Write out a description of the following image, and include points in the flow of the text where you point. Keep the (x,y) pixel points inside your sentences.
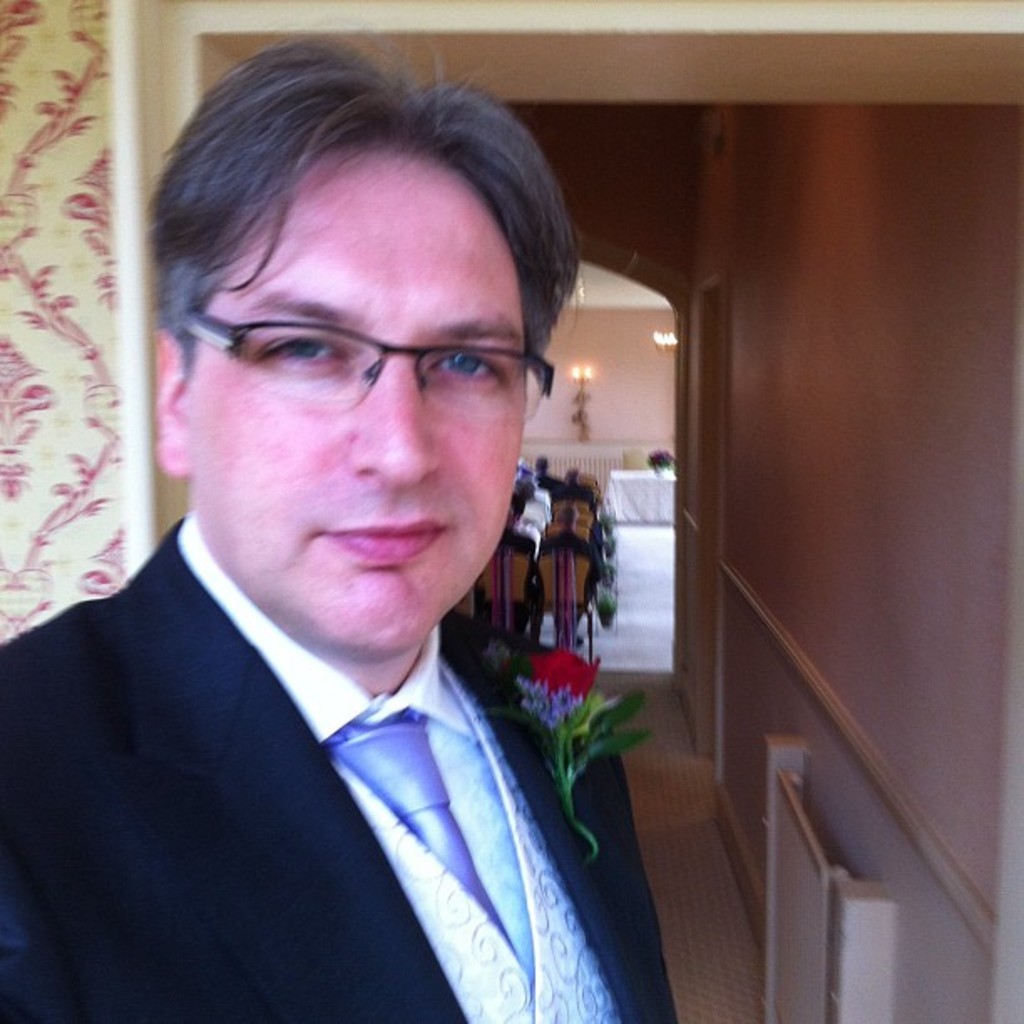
In this picture we can see a man (119,778) in the blazer (140,761) and behind the man (325,674) there are some people (536,507) sitting on chairs (560,537) and a wall (574,424) with a light (577,410).
